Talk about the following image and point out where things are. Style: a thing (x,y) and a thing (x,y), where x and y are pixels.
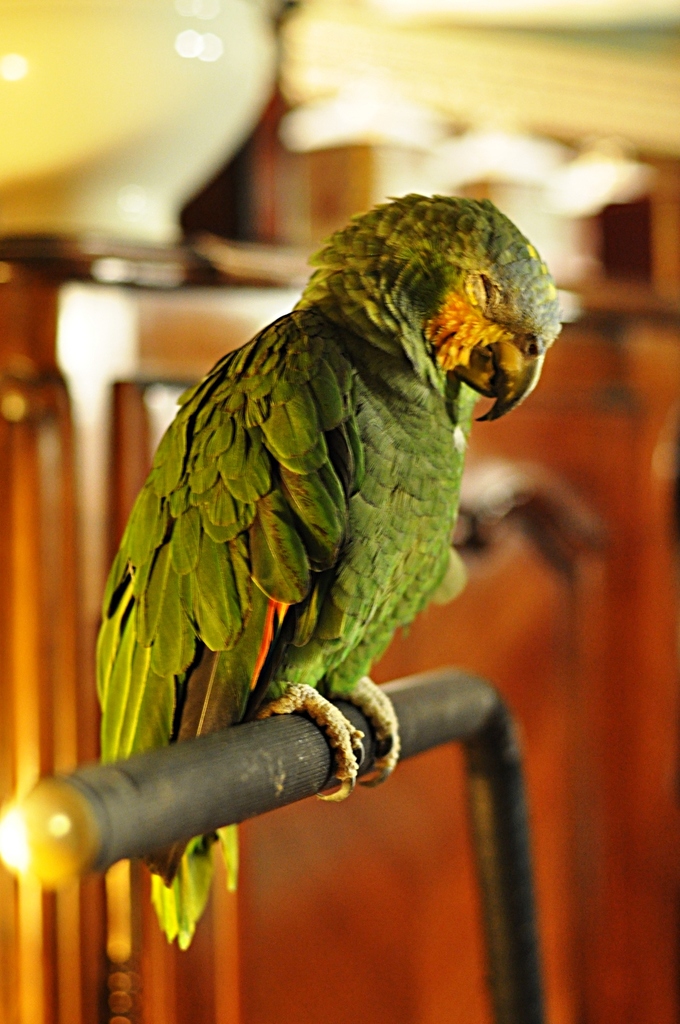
In this picture we can observe a bird (361,532). It is looking like a parrot (268,451) which is in green color. The background (37,216) is completely blurred.
